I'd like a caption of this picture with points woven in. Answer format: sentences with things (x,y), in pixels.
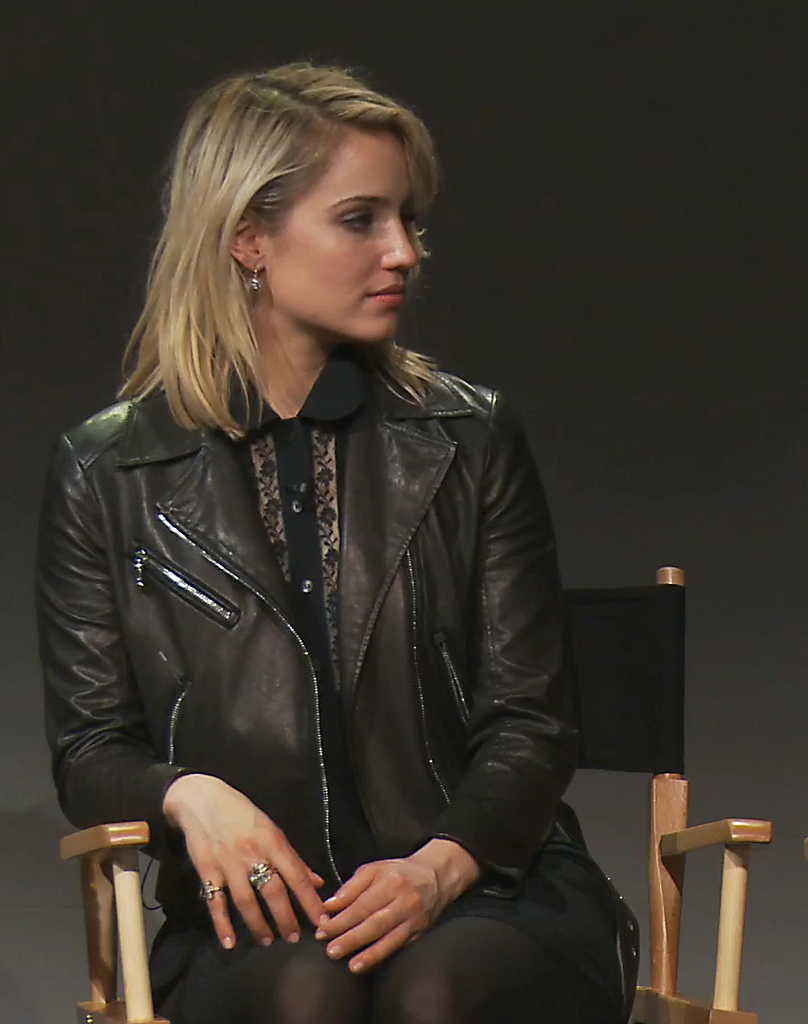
In the picture I can see a woman (332,631) wearing black color jacket (297,662) sitting on a chair (89,853).
